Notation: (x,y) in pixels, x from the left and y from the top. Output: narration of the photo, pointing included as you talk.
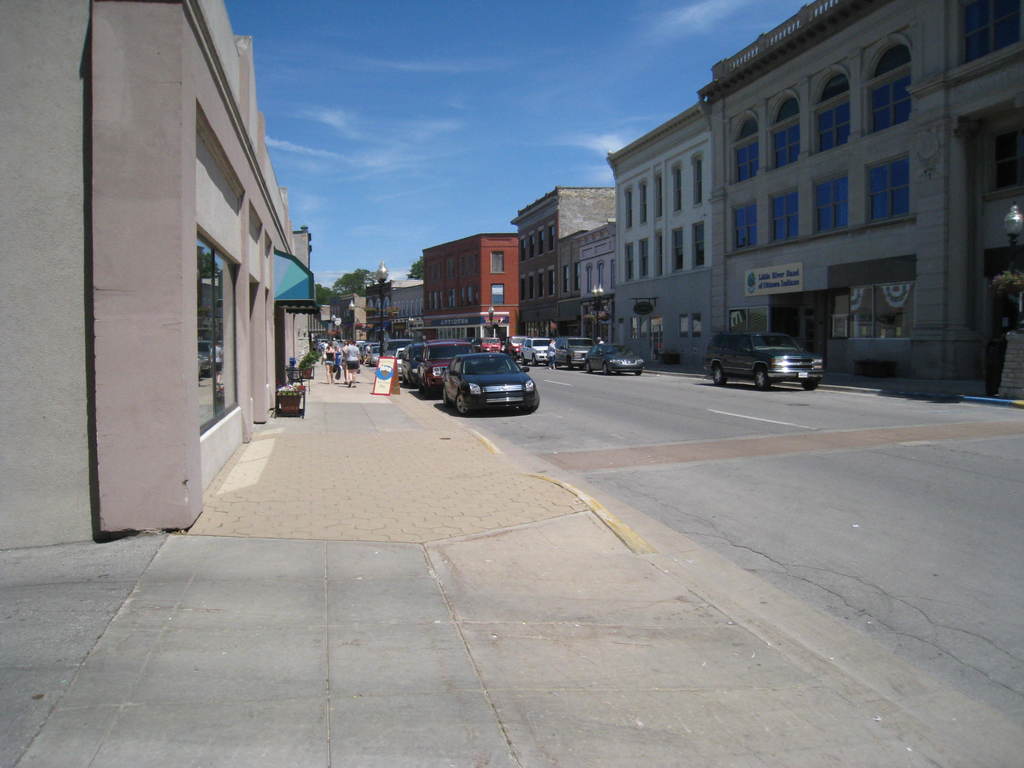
In this image I can see a road (611,484), on the road (534,424) I can see vehicles (406,383) and I can see a building (200,84) on the left side (114,215) and in front of the building (308,330) I can see persons (356,358) walking on the road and at the top (358,73) I can see the sky (358,73) and at the right side (882,140) I can see buildings (657,255).
